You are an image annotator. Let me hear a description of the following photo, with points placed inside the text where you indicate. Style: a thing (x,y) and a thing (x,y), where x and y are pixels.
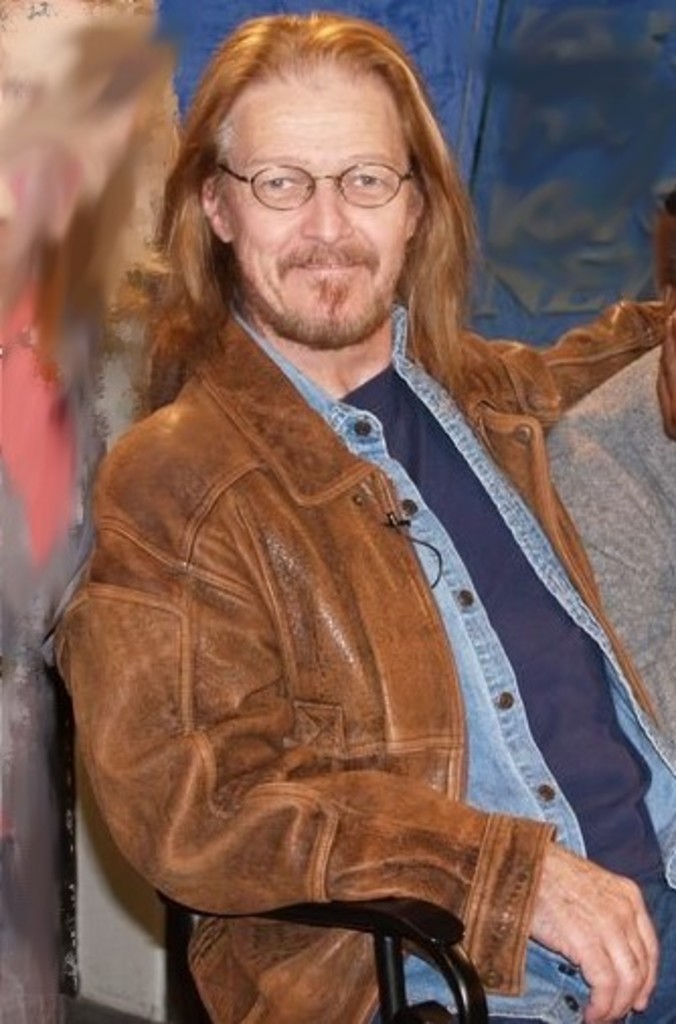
In this image we can see a person (241,524) sitting on the chair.
